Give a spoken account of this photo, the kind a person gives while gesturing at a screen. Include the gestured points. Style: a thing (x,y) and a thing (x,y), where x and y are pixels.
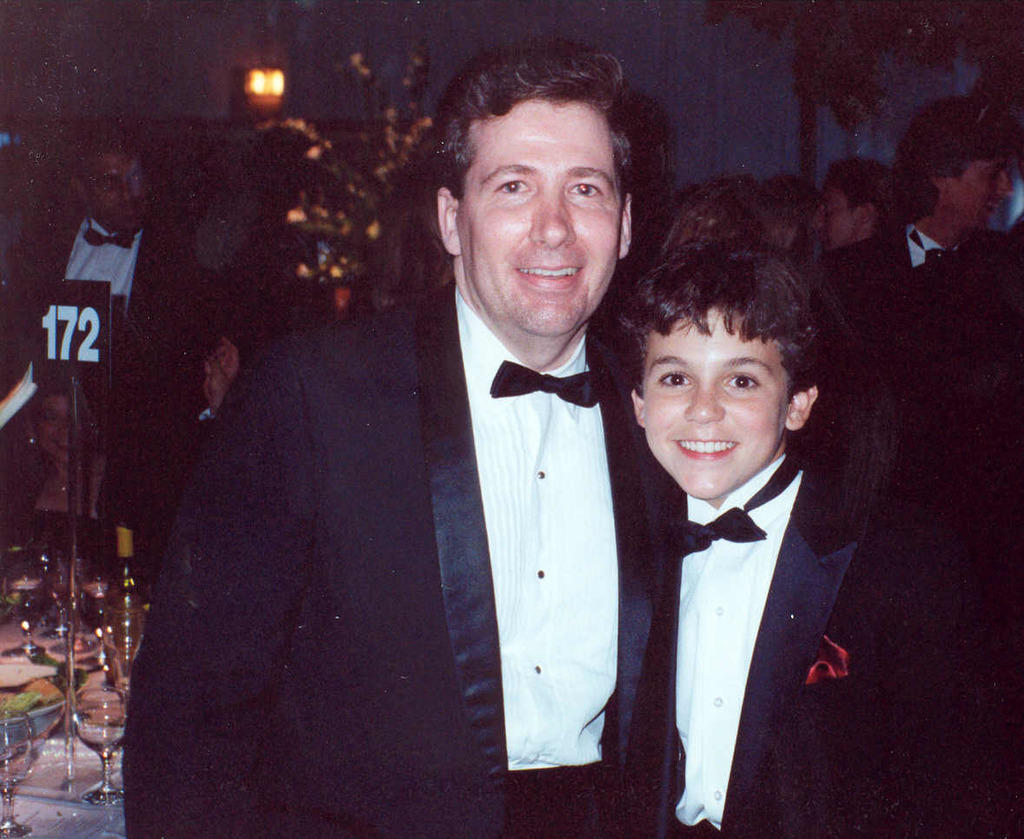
In this picture we can see a man (379,703) and a boy (815,631) wore blazers (253,639), bow ties (754,518) and smiling and in the background (181,428) we can see some people (53,245), glasses (90,718), bottle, light (278,85), trees (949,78).
